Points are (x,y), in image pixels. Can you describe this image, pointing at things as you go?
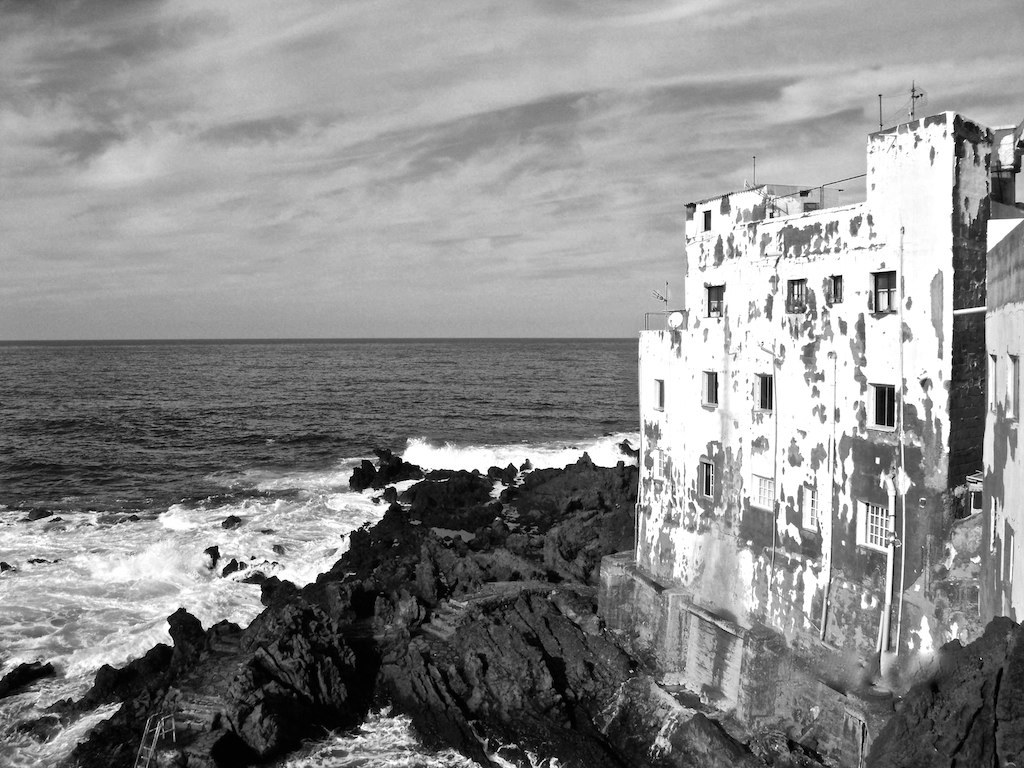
It is a black and white picture. In this picture we can see water (173,584), building (875,542), rocks (1014,719), cloudy sky (622,149) and things (159,732).
